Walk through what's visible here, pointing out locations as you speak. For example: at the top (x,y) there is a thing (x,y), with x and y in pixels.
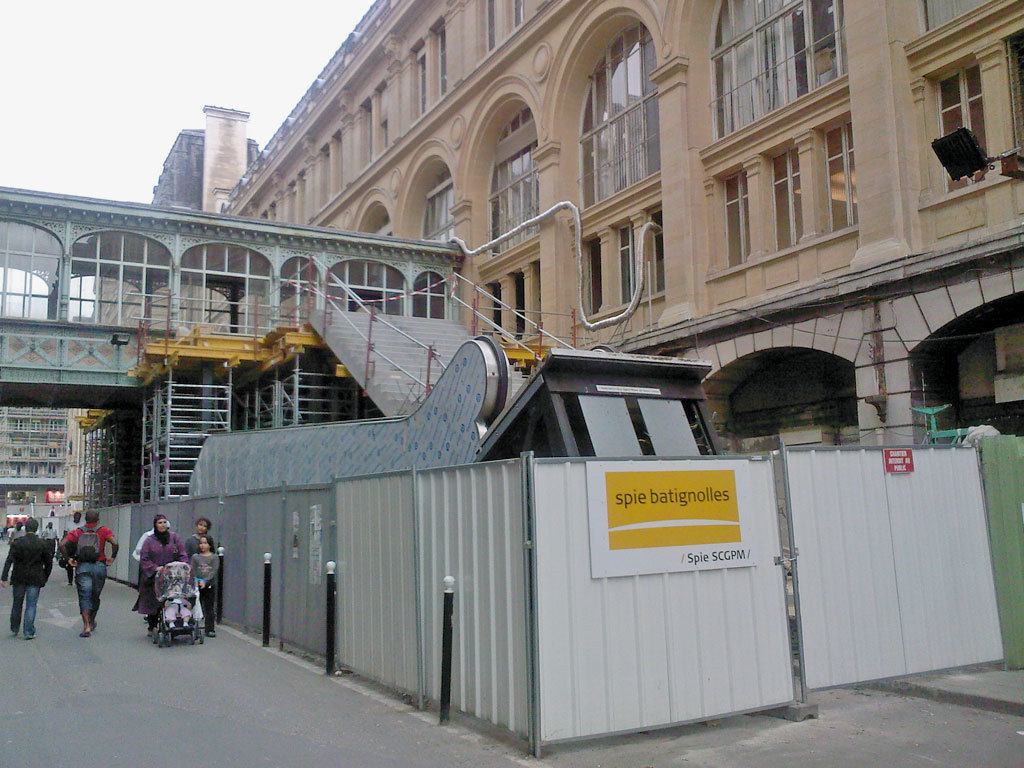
In this image we can see buildings (330,100) with windows (525,173). There is a bridge (282,267) with staircase (368,320). There are people (173,560) walking on the road (151,682). There are safety poles (266,604) and fencing (316,545). There is a gate (760,563). There is a board (654,544) with some text (697,555). At the top of the image (169,69) there is sky (135,64).
